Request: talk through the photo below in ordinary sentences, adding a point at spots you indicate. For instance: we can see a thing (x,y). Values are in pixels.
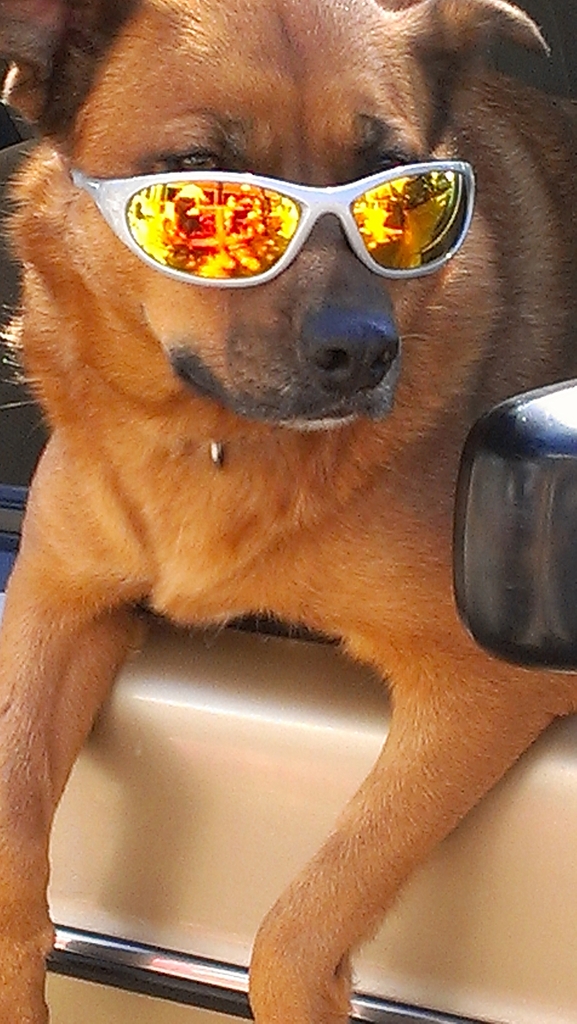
In this image I can see a dog (250,84) wearing a spectacle (269,203).
